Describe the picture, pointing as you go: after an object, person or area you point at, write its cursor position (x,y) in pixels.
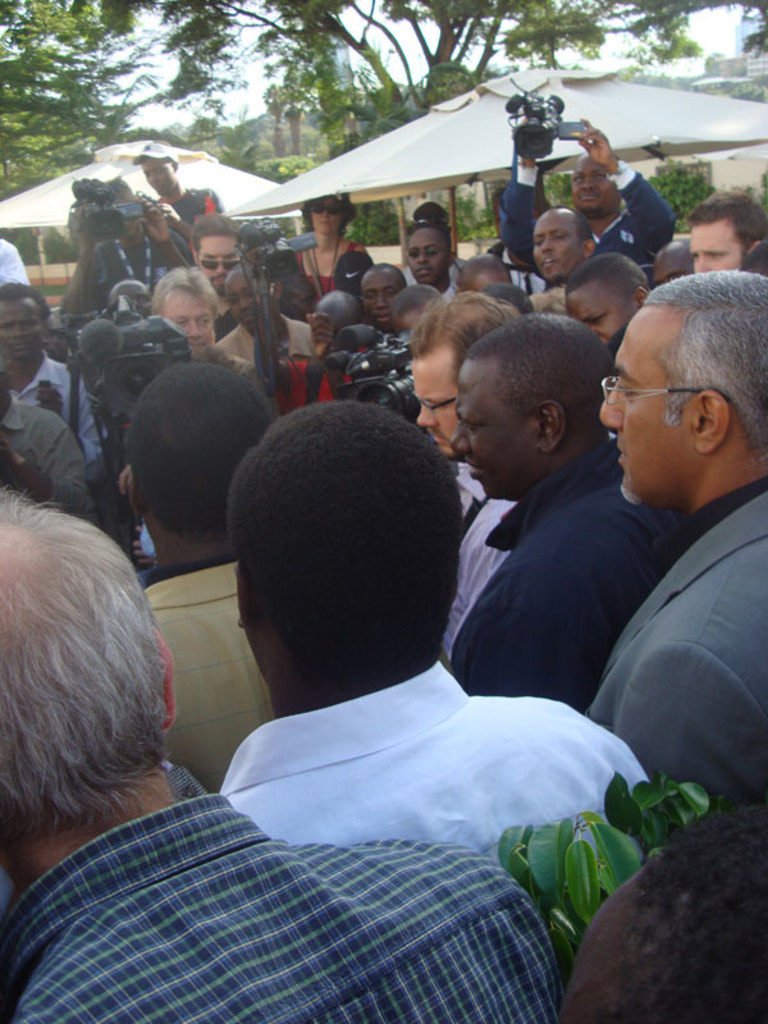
In this image we can see two tents (413,131), one building (752,22), one wall (755,180), so many trees (759,34), so many people (746,634) are standing and some persons (296,292) are holding video cameras (274,239). At the top (166,70) there is the sky (246,73).
